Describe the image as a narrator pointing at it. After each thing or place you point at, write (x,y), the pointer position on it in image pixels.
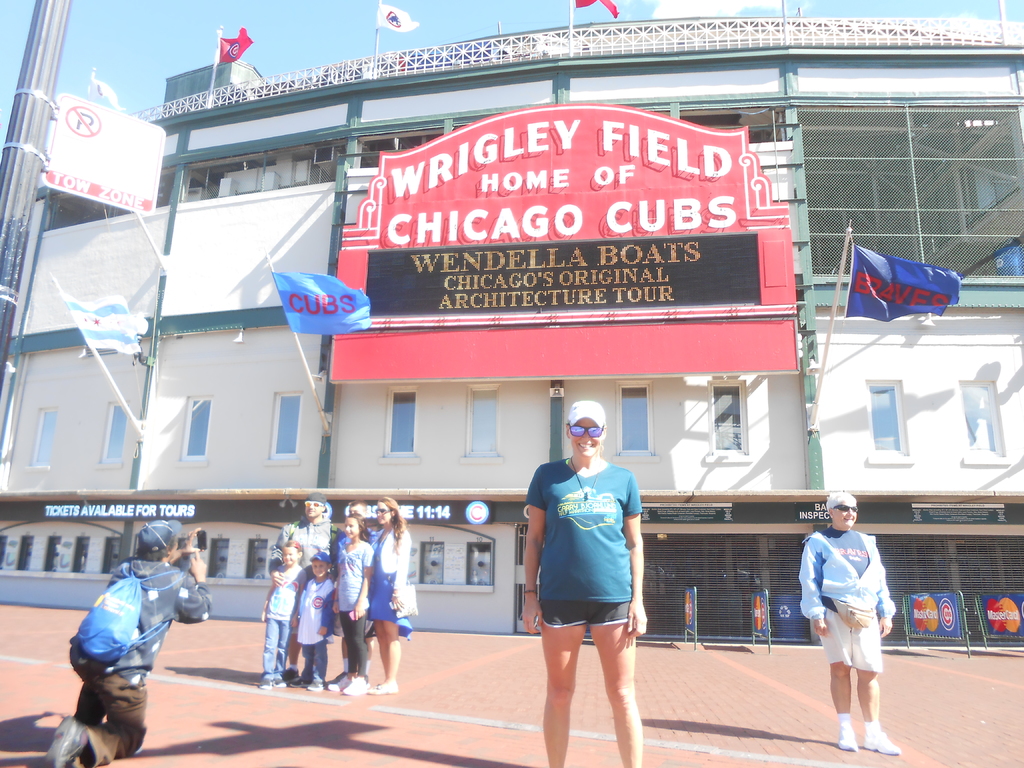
In this image we can see a few people (388,564) standing in front of the building (681,411), a person (163,523) is clicking picture, there are flags (851,291) attached to the building (634,380) and text (652,215) written on the building (647,102), there are few boards (589,265), a pole (36,132) with sign board (146,165) and sky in the background (761,632).
